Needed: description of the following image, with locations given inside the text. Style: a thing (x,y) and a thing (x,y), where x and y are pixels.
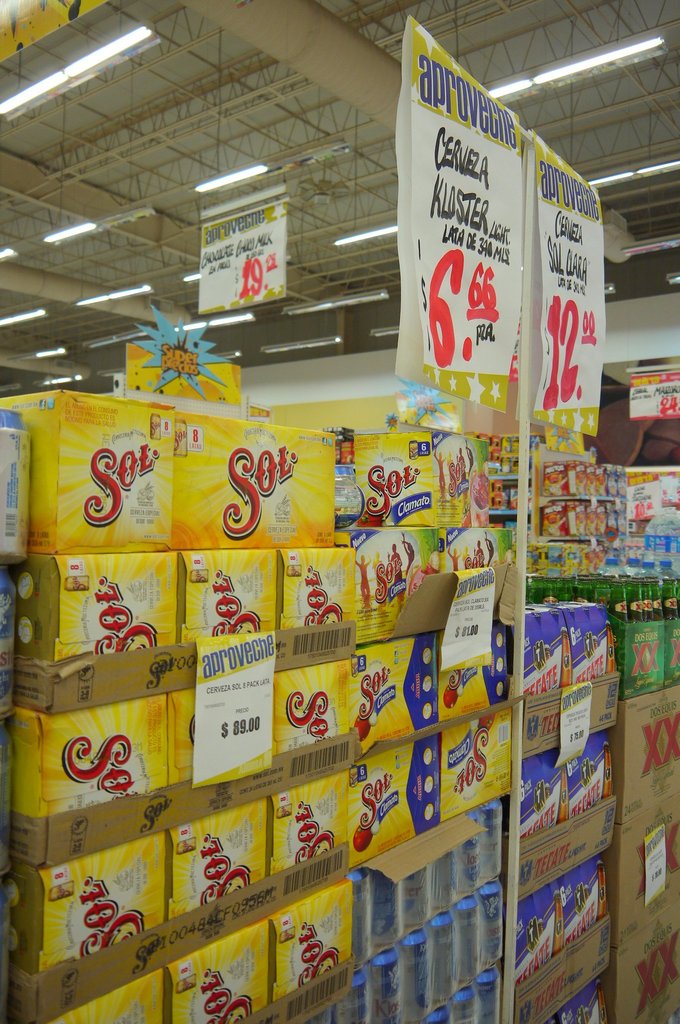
In this image we can see there are few boxes (296,645) are arranged and there are few banners (415,248). At the top of the image (337,285) there is a ceiling (296,228) with lights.
